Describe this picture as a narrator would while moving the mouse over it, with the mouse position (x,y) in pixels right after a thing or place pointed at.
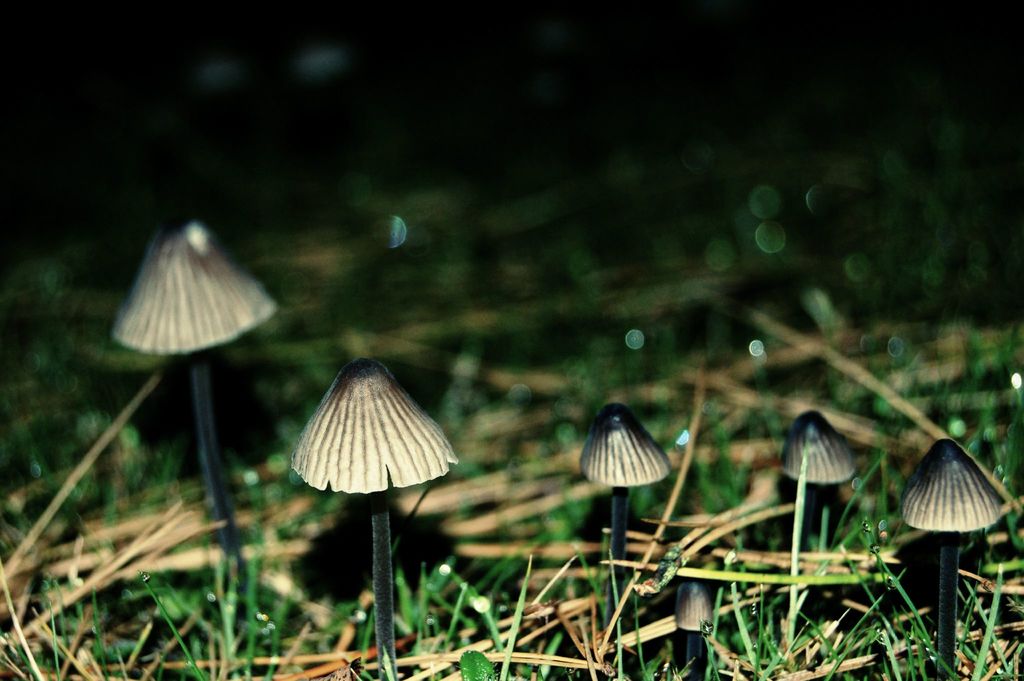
In this picture we can see the mushrooms (604,476), grass (991,426) and dry grass (571,467). In the background (64,379), the image is blurred.
